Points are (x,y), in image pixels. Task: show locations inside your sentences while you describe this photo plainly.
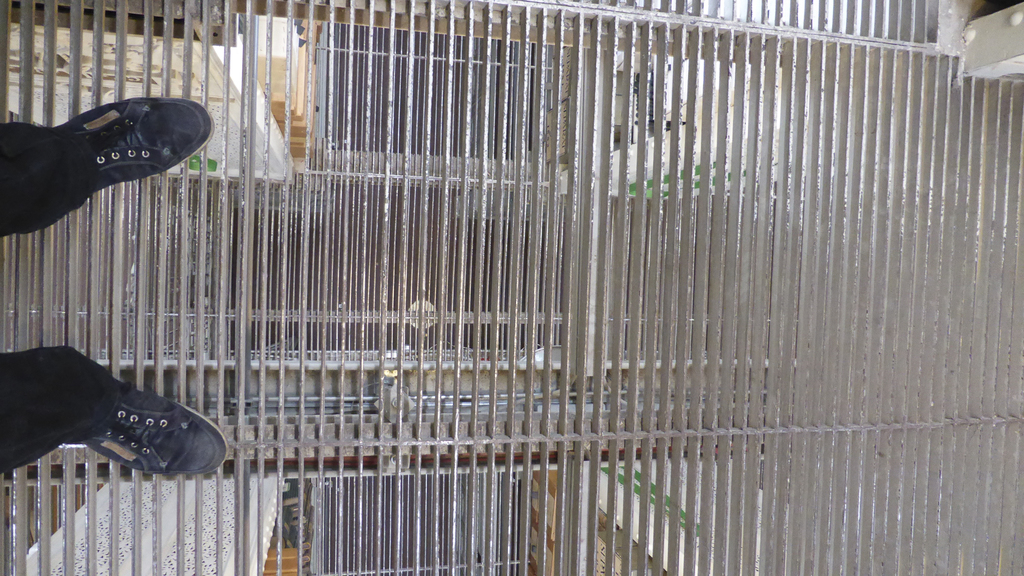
In the picture I can see a person's legs (46,222) who is wearing shoes (122,405) and standing on metal object (288,282).
